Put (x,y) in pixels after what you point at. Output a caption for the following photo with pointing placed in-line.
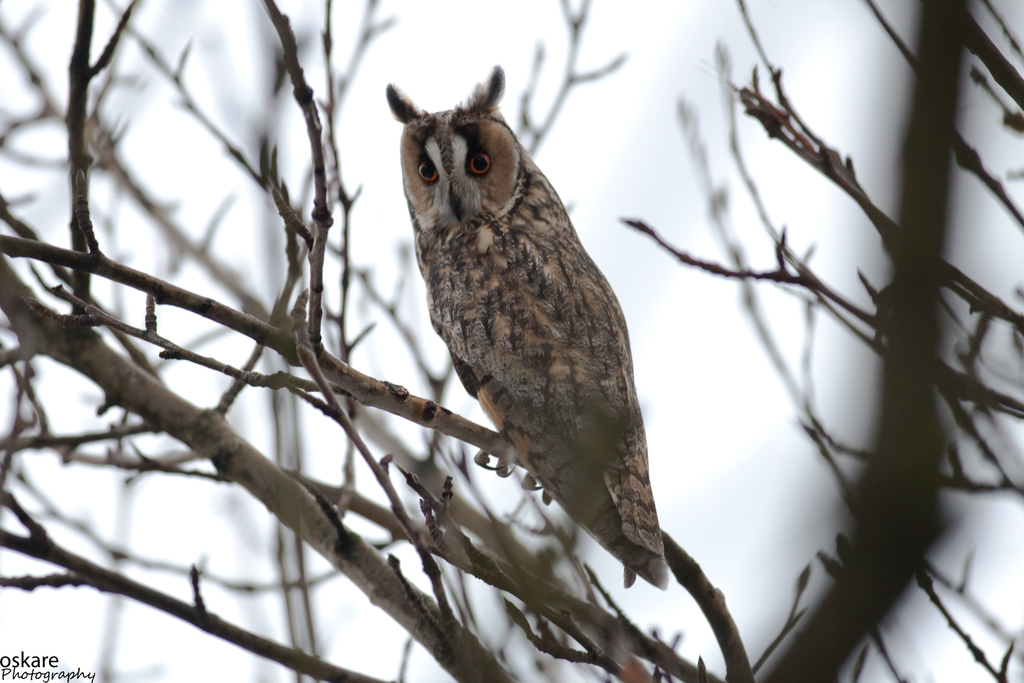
In this image we can see an owl (559,262) on a branch (432,427) of a tree (142,387). In the background (318,395) we can see the sky (216,251). On the left side (28,663) at the bottom corner (48,665) there is a text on the image.
